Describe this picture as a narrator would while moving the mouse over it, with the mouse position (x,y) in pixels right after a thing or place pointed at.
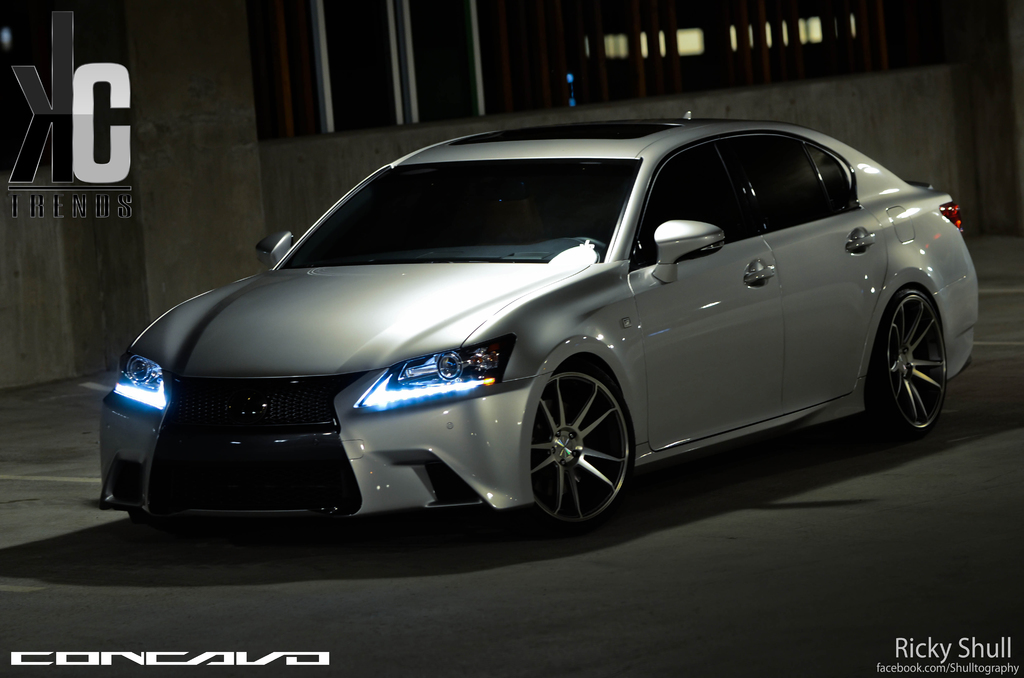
As we can see in the image there is a white color car (561,306) and buildings (424,61).
